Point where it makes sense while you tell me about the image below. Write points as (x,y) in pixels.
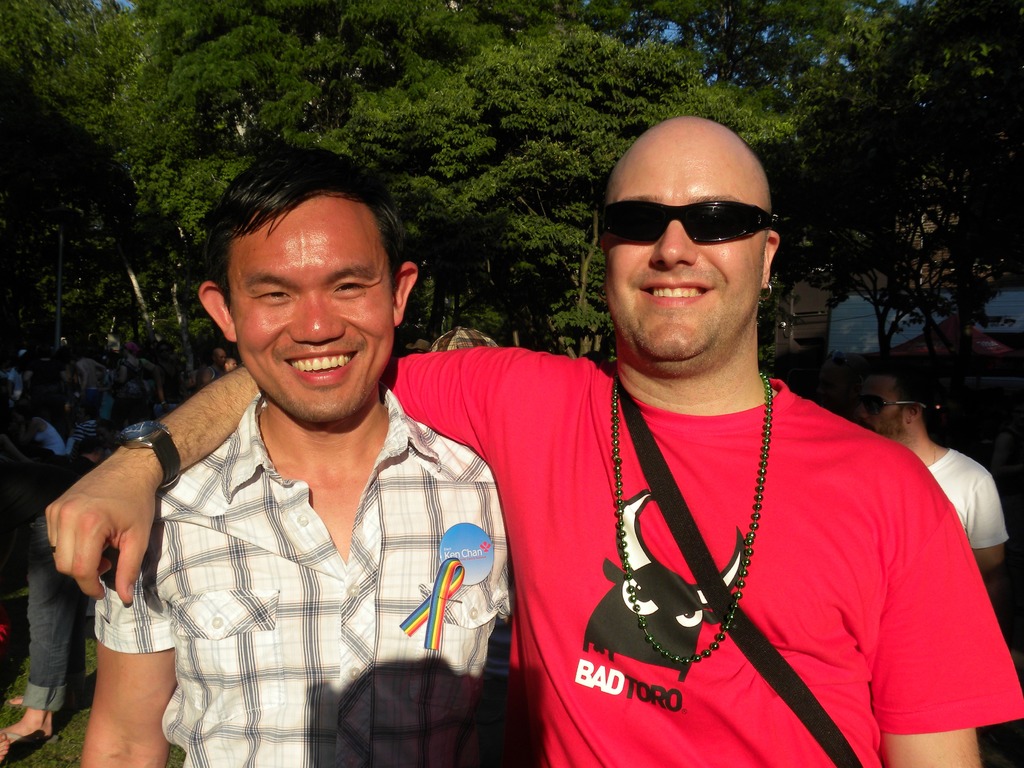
Here can see two men (291,495) standing, smiling and giving pose for the picture. In the background (60,412), I can see some more people (936,441) and there are many trees (417,132).
